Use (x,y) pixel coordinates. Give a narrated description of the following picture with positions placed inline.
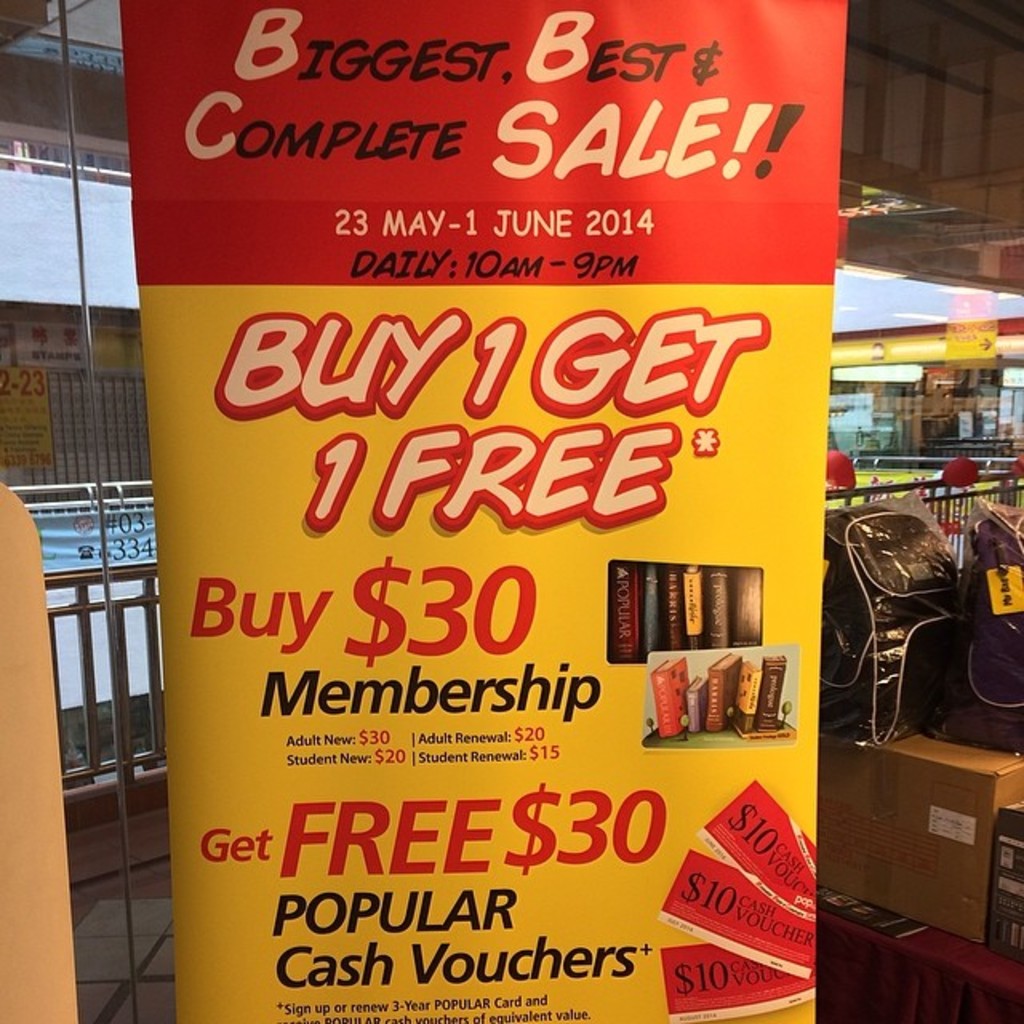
In this picture, in the middle (682,345) there is an advertisement banner (690,548) for the membership and it say buy one get one free.
